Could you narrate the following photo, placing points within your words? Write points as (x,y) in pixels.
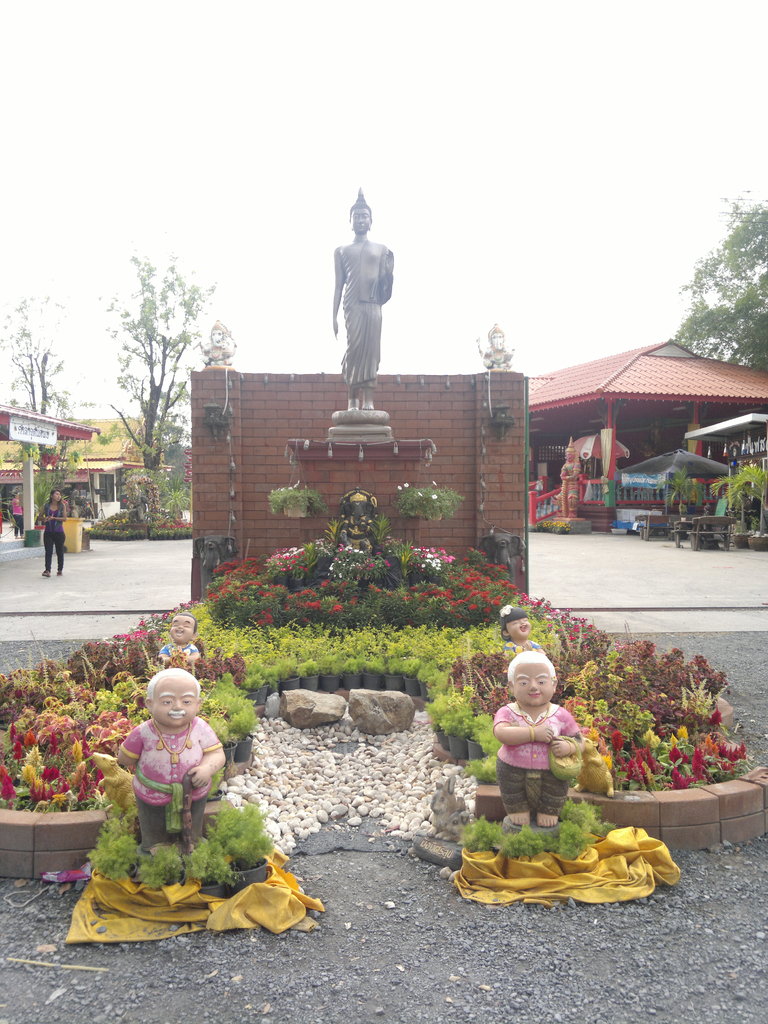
In the center of the image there is a statue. At the bottom of the image (133,747) we can see statues (585,771) and plants (345,645). In the background (654,389) we can see buildings (631,353), trees (690,334) and sky (419,274).
